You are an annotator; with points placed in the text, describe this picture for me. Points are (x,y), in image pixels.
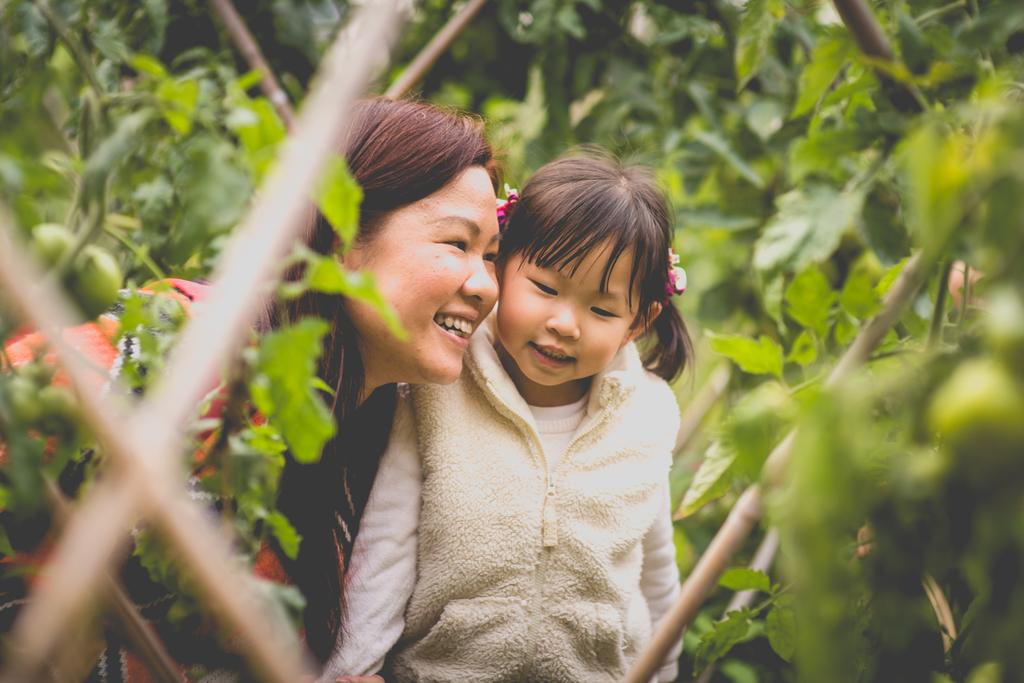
In the middle of the image (643,455) two persons (591,164) are standing and smiling. Behind them there are some trees (903,35) and plants (873,454) and there is a fencing (9,265).
